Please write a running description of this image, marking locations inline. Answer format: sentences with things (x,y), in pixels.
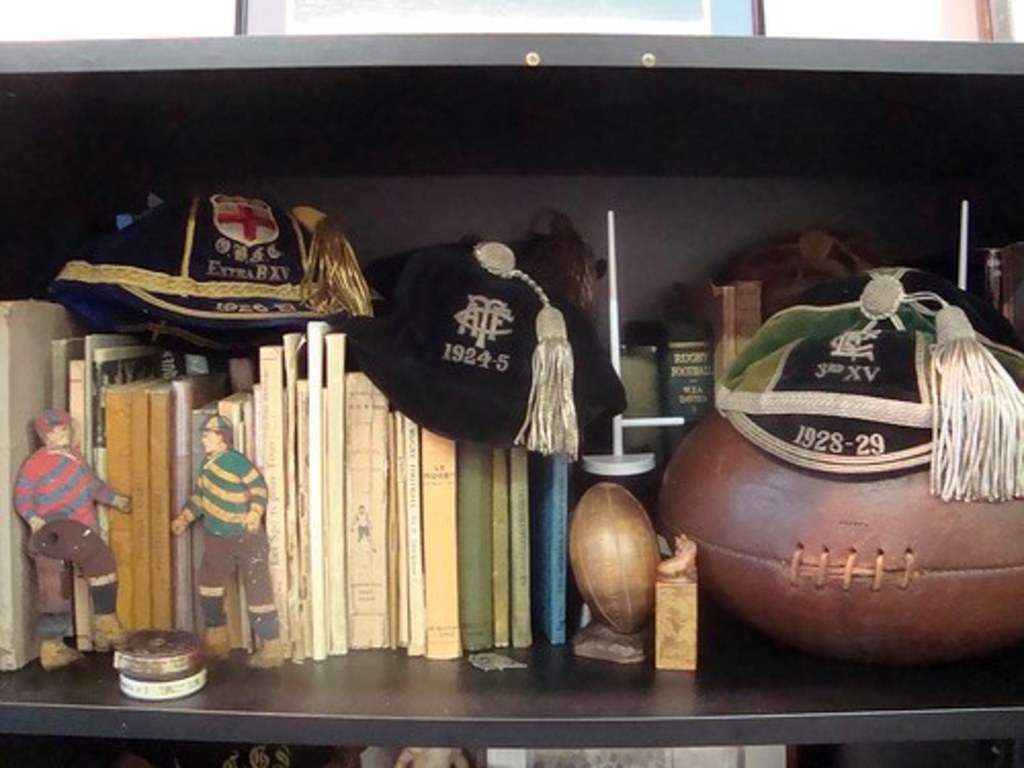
In the image there is a shelf (997,100) and inside the shelf (19,253) there are books (150,501), rugby ball (756,481), caps (443,361) and other objects (102,599).
